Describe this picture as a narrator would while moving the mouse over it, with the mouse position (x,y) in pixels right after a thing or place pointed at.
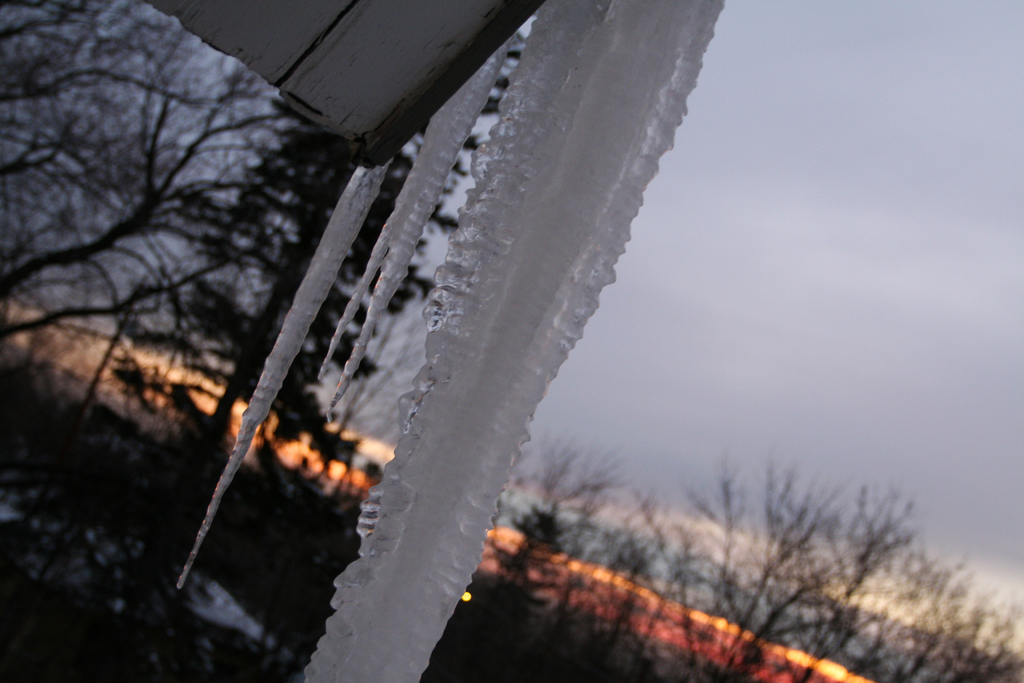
In this image I can see an ice (698,56), background (717,187) I can see few dried trees (910,675) and the sky (808,344) is in white and orange color.
